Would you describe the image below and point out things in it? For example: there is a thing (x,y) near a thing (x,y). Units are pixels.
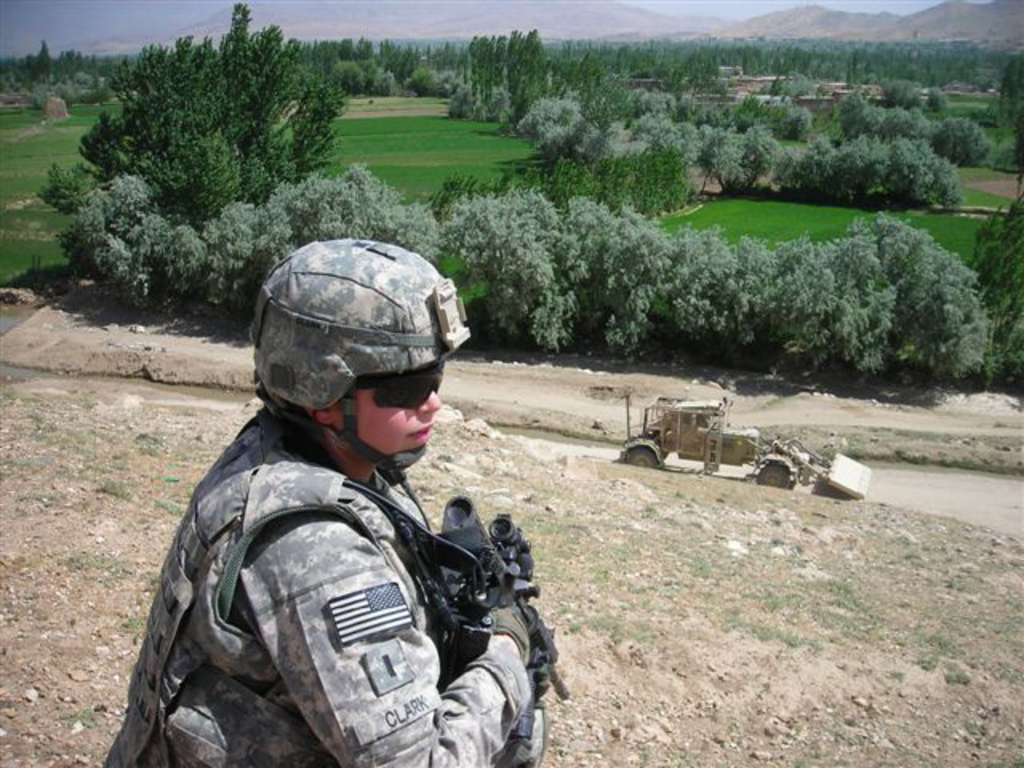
In this picture there is a soldier (481,745) on the left side of the image (335,322), by holding a rifle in his hands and there is a vehicle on the right side of the image (725,457), there are grass land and trees (569,241) at the top side of the image (505,176).
